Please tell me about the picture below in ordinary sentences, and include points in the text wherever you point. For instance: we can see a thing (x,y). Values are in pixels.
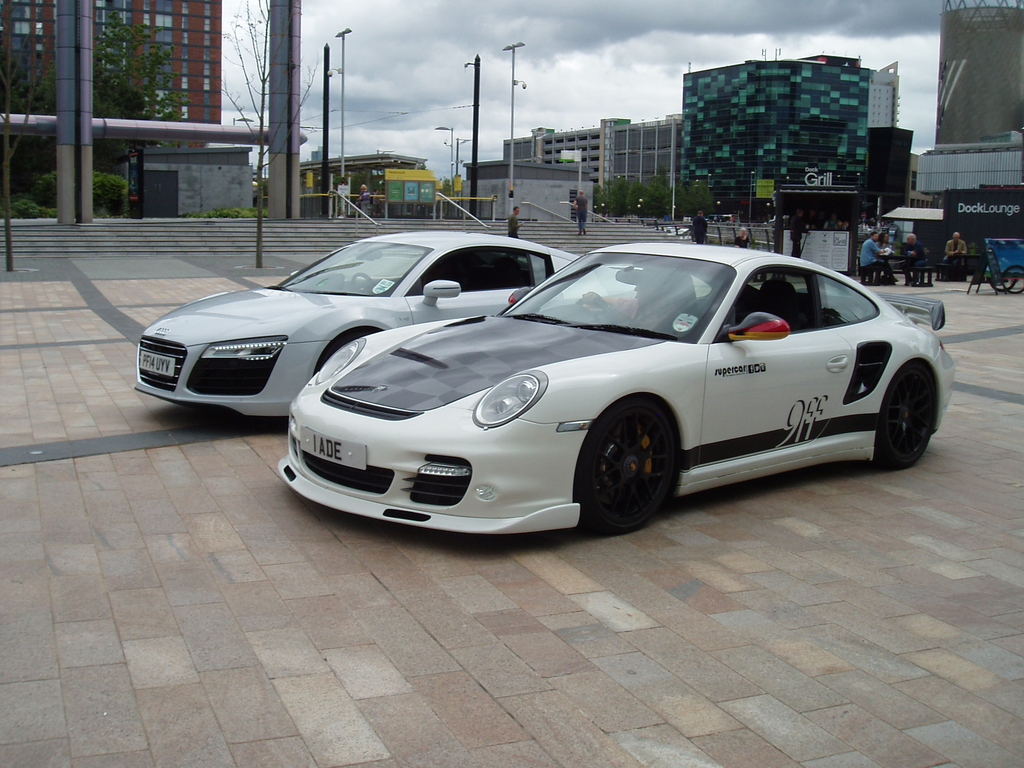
In this picture we can see cars (228,358) on the ground (287,504), cart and shop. There are people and we can see steps (310,230), railings (445,198), poles (272,200), lights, trees (115,52) and buildings (536,178). In the background of the image (596,56) we can see the sky (570,20) with clouds (583,45).
